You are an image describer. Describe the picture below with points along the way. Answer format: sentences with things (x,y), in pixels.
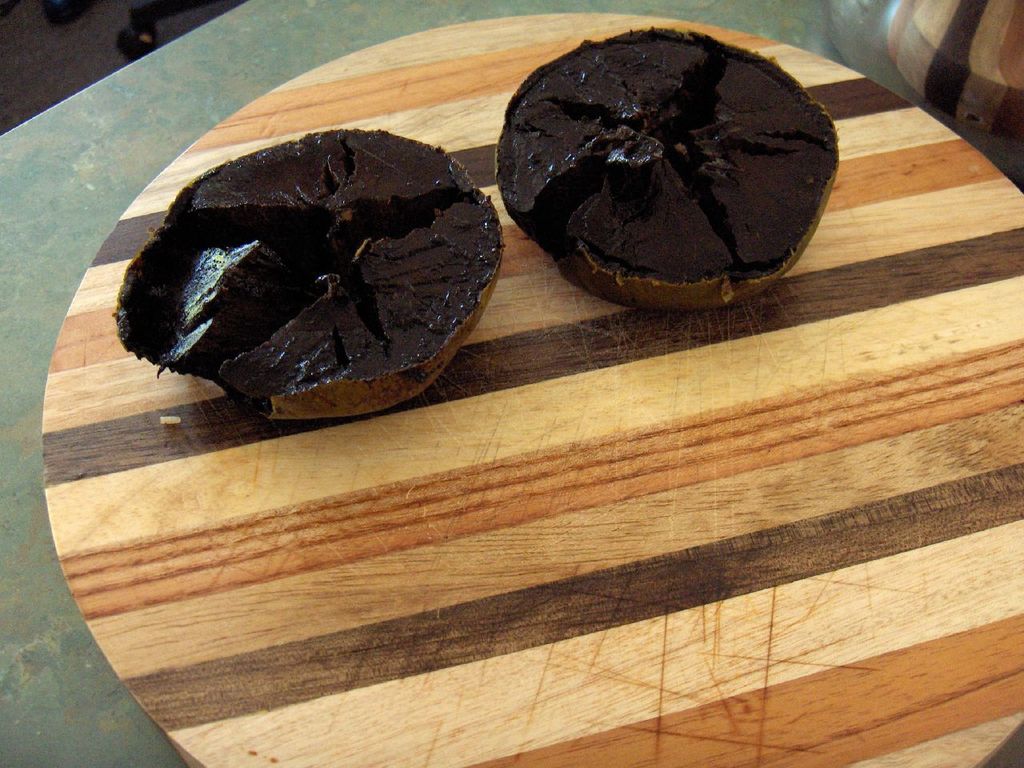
In this picture we can see couple of fruit halves (525,221) on the table (51,568).
